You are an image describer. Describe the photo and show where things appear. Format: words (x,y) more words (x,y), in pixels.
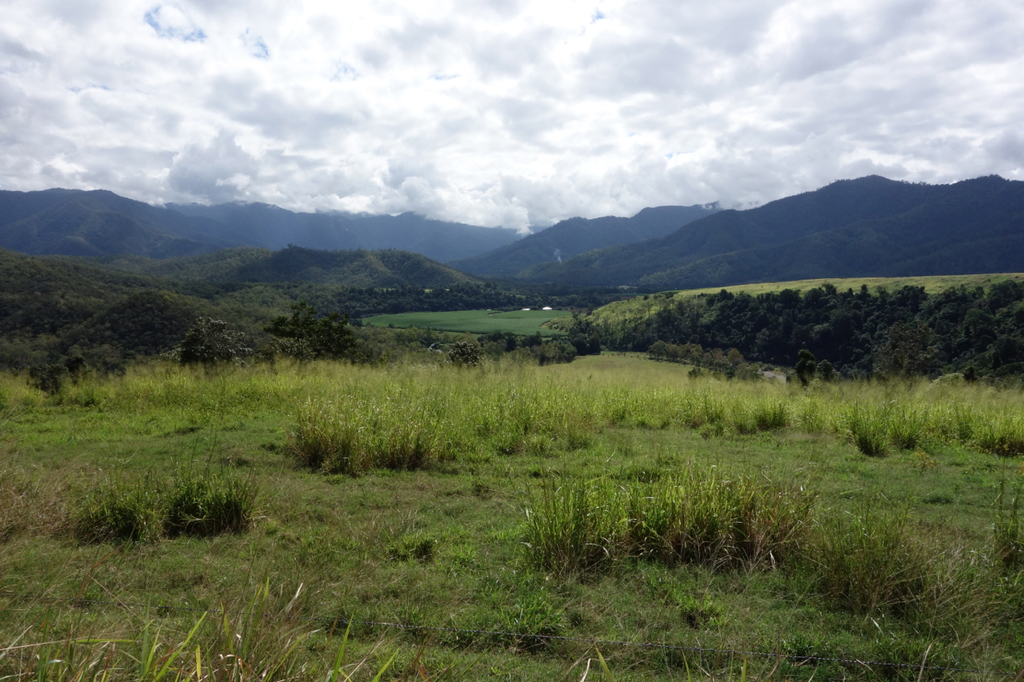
At the bottom of the image (452,536) there is grass (624,510). In the background of the image (891,230) there are mountains (383,227). At the top of the image (367,100) there are clouds (411,162). There are trees (686,337).
